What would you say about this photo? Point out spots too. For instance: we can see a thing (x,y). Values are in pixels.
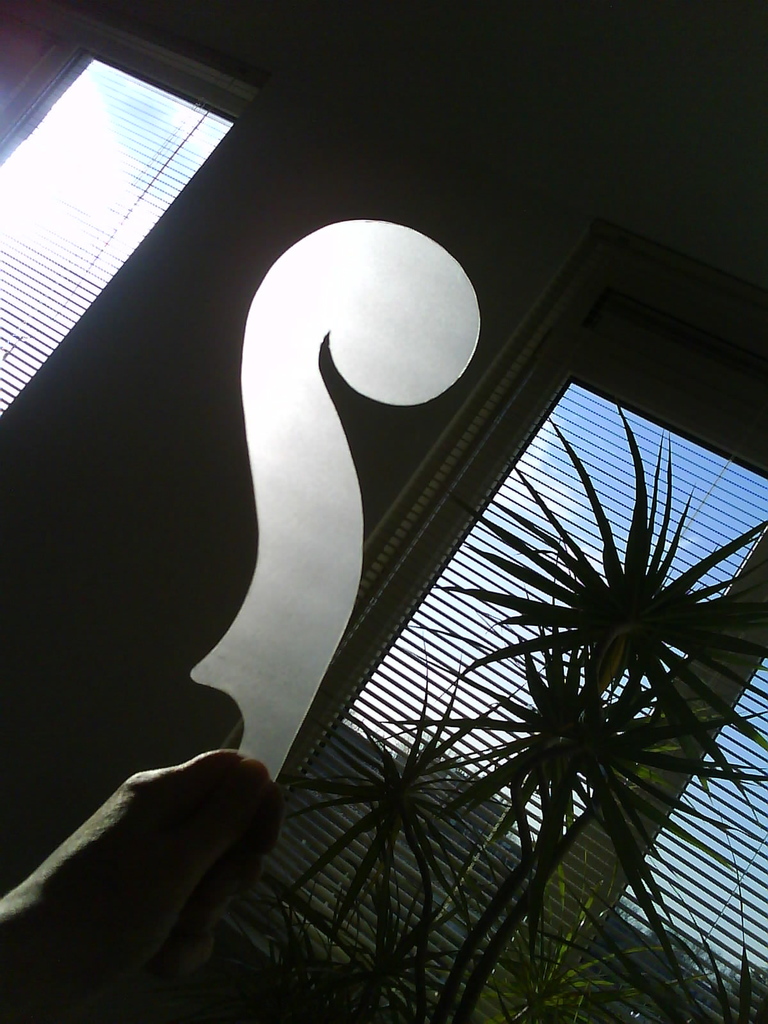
In the picture there are two windows (560,510) and in front of one of the window (502,923) there are some plants (513,784) and on the left side (102,914) there is a person (131,916) holding some object (325,430) in the hand (259,767).
